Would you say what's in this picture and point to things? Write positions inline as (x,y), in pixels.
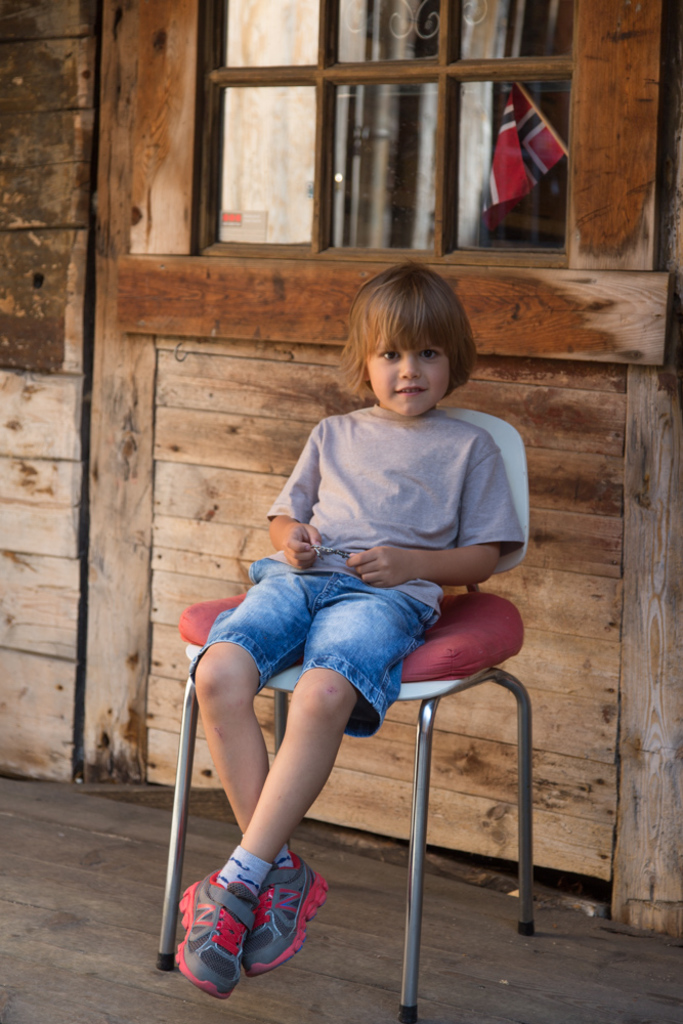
In this image I can see a person (296,510) sitting on the chair (461,687) and smiling. At the back of her there is a window (398,147) and through the window (304,135) I can see a flag (495,173).
